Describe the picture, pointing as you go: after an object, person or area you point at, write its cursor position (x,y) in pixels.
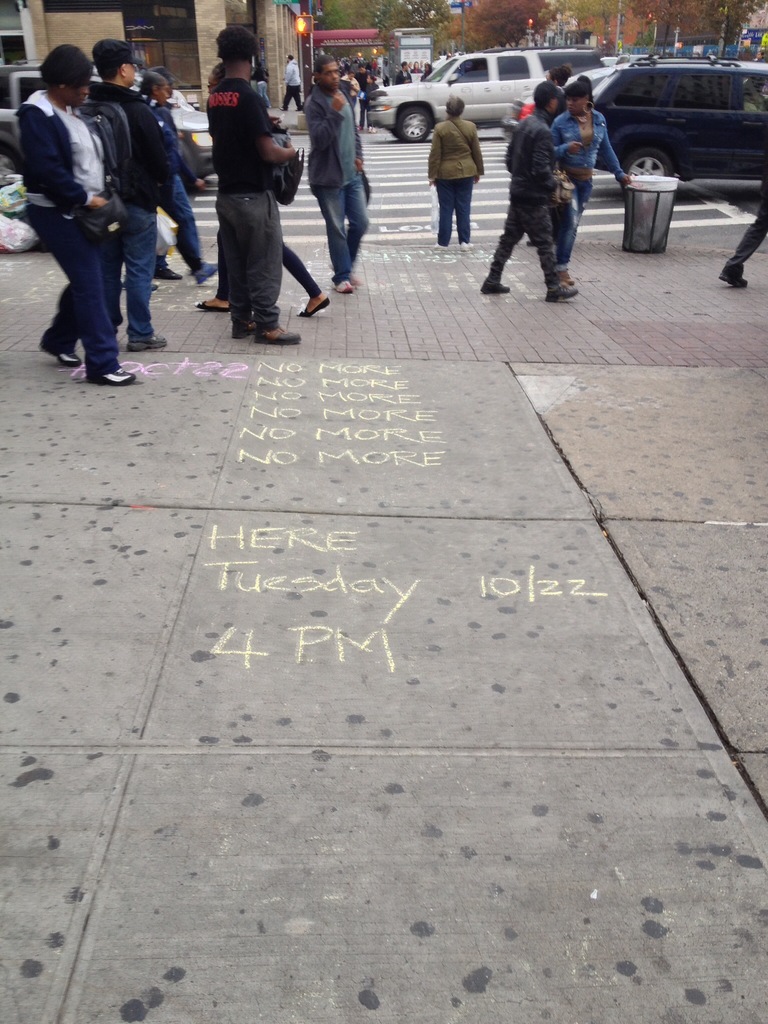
In this image, we can see persons (283,263) wearing clothes (269,272). There are cars (513,84) on the road (366,247). There is a building (155,38) in the top left of the image (177,37).
